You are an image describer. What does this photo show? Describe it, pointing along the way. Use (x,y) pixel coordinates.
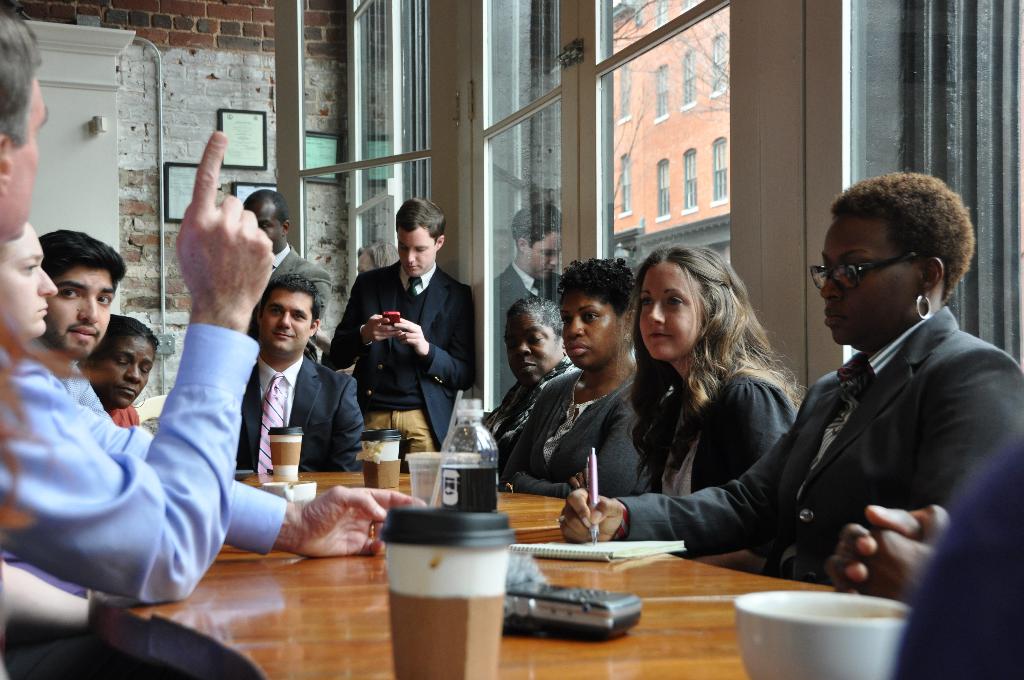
This is an inside view. Here I can see many people (611,486) are sitting around the table (350,598). On the table (350,598) few glasses (441,640), bottle (469,503), book (628,548) and a mobile (552,612) are placed. Everyone is looking at the man (213,365) who is on the left side (43,441). In the background (430,285) two men (371,282) are standing. One man (399,299) is holding a mobile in the hands (382,324) and looking into the mobile (392,315). At the back of these people (419,255) there is a wall (163,105) to which few frames (252,145) are attached and also there is a glass (640,113) through which we can see the outside view. In the outside there is a building (683,135).
